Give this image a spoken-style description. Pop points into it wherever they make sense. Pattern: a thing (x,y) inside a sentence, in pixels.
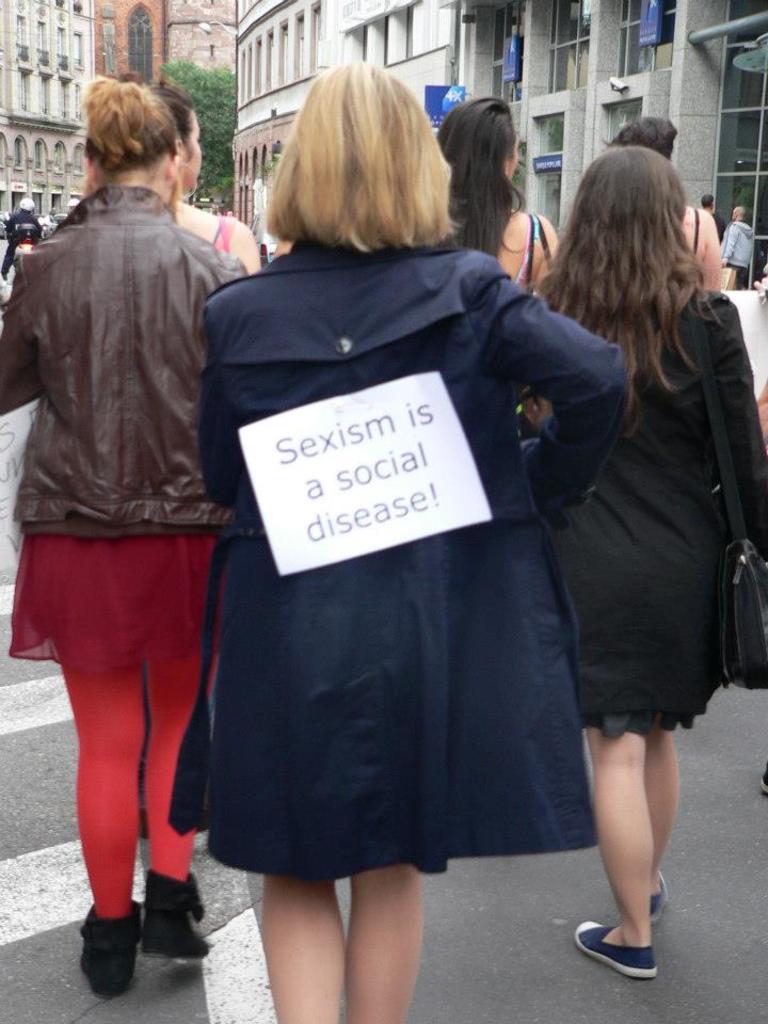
In this image we can see many people (483,526) and few people (677,680) carrying some objects (753,577). We can see some text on the board (384,503). There are few buildings (374,51) in the image. There is a tree (224,108) in the image.
